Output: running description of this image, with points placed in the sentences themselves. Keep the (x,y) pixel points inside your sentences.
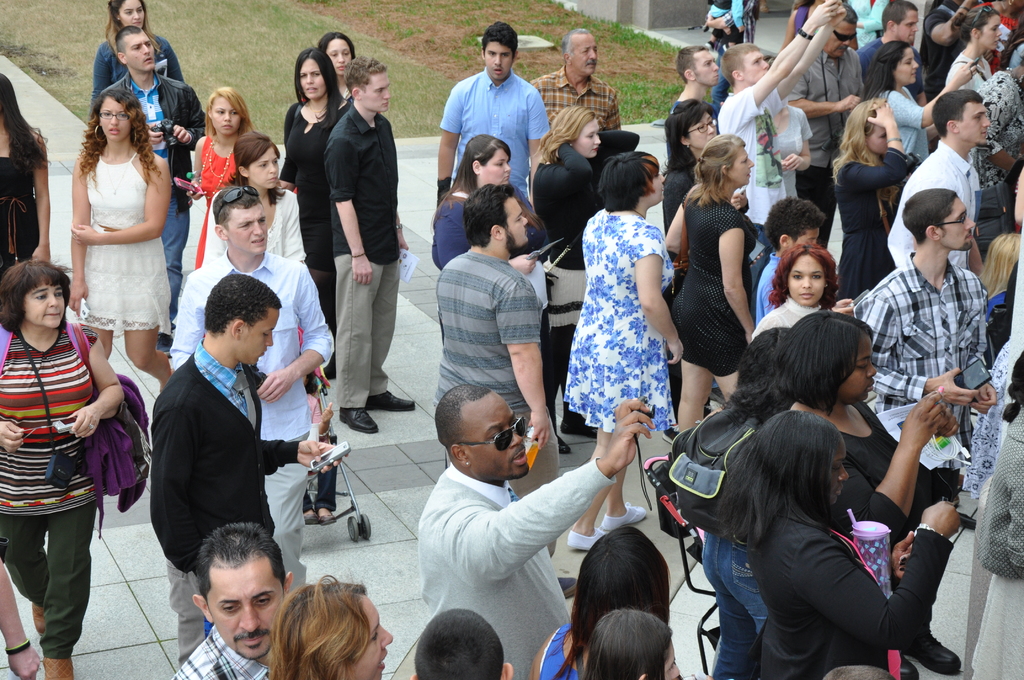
In this image we can see a group of people (533,399) standing on the ground (564,543). In that some are holding the cameras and mobile phones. We can also see a baby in a carrier (355,532). On the backside (262,129) we can see some grass (404,112).
